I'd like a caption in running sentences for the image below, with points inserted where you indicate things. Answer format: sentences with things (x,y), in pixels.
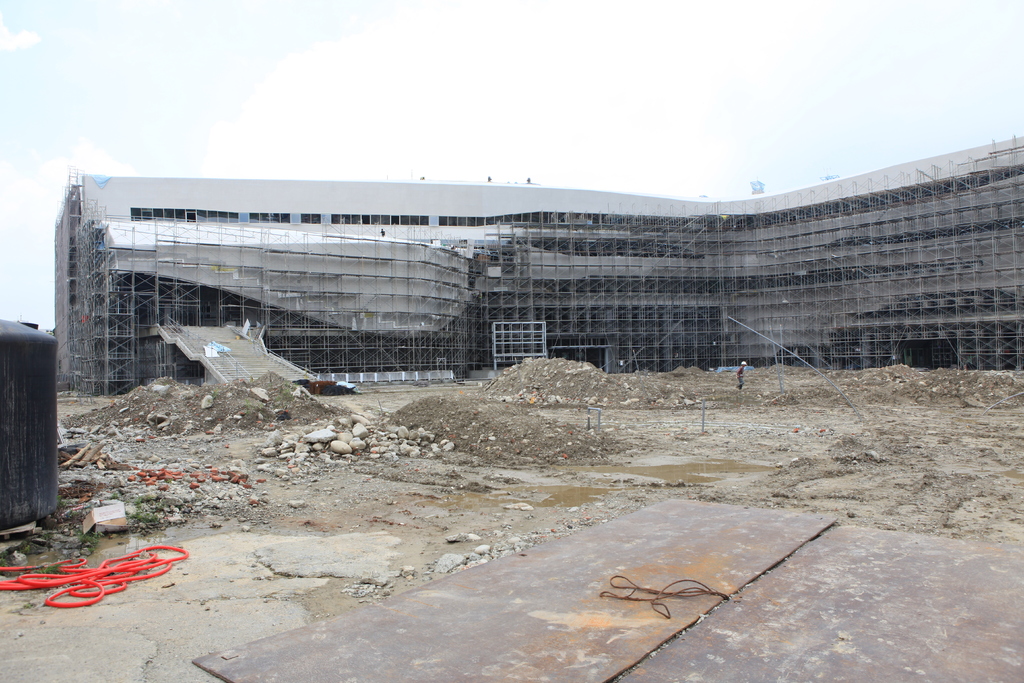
In the image there are some raw materials (325,422) in the foreground (466,406) and on the left side (10,520) there is a tanker (32,516) and a tube (94,572), in the background (88,268) there is some architecture (524,266).
